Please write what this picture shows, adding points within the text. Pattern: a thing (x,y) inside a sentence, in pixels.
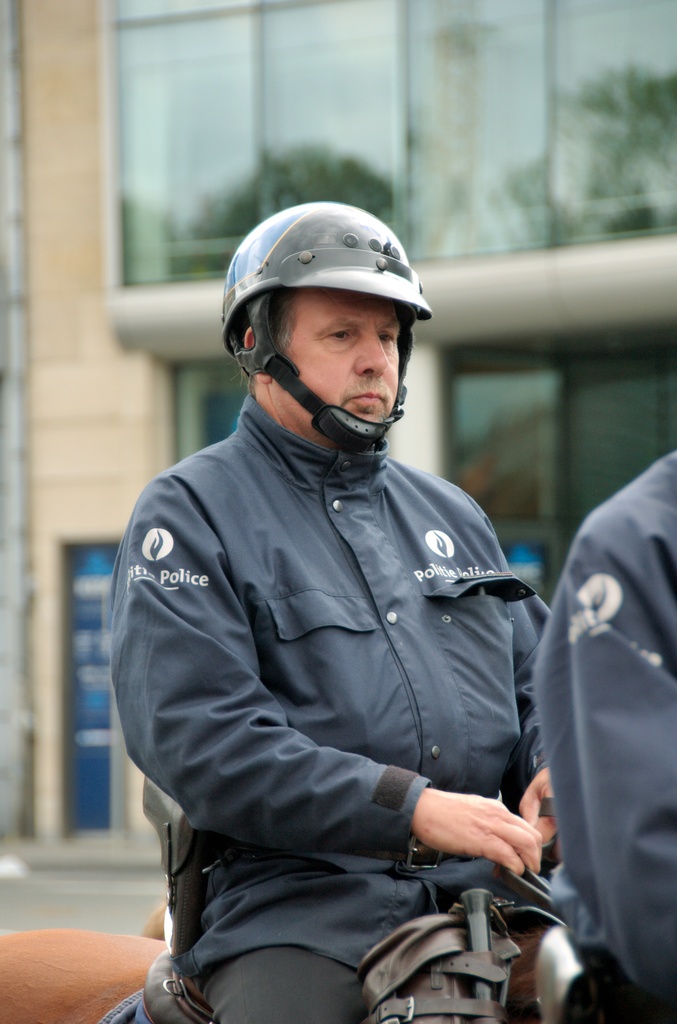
In this image we can see this person (340,497) wearing a jacket (398,752) and the helmet (324,263) is sitting on some animal (531,989). The background of the image (160,258) is slightly blurred, where we can see the glass building (195,330).
